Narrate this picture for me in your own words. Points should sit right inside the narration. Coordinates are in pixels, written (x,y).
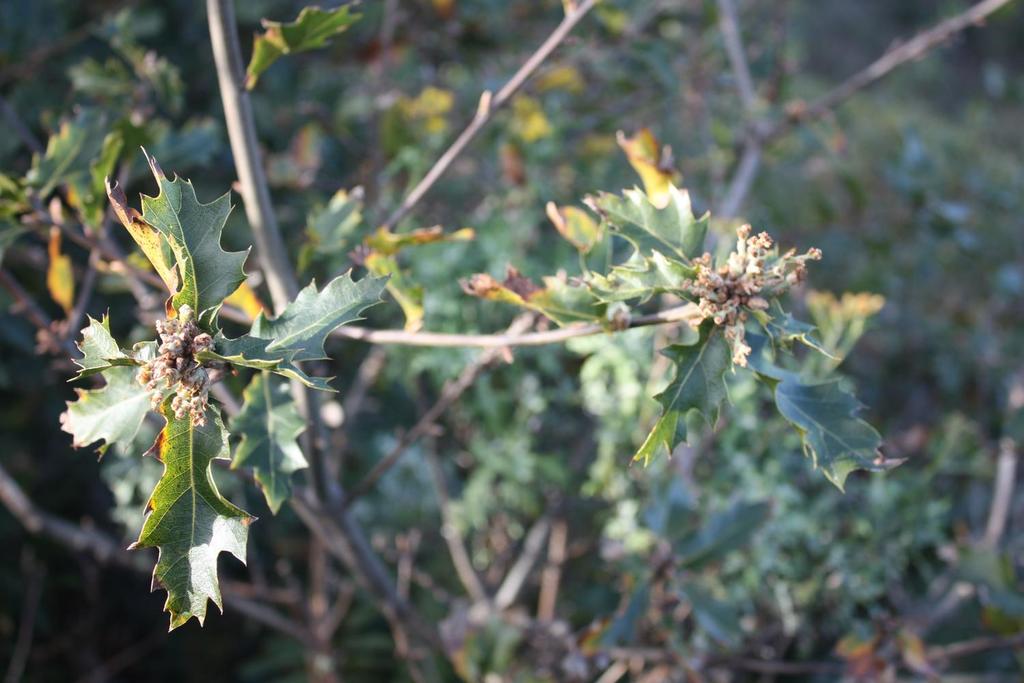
In this image we can see few trees (740,294) and a blurry background (6,519).
